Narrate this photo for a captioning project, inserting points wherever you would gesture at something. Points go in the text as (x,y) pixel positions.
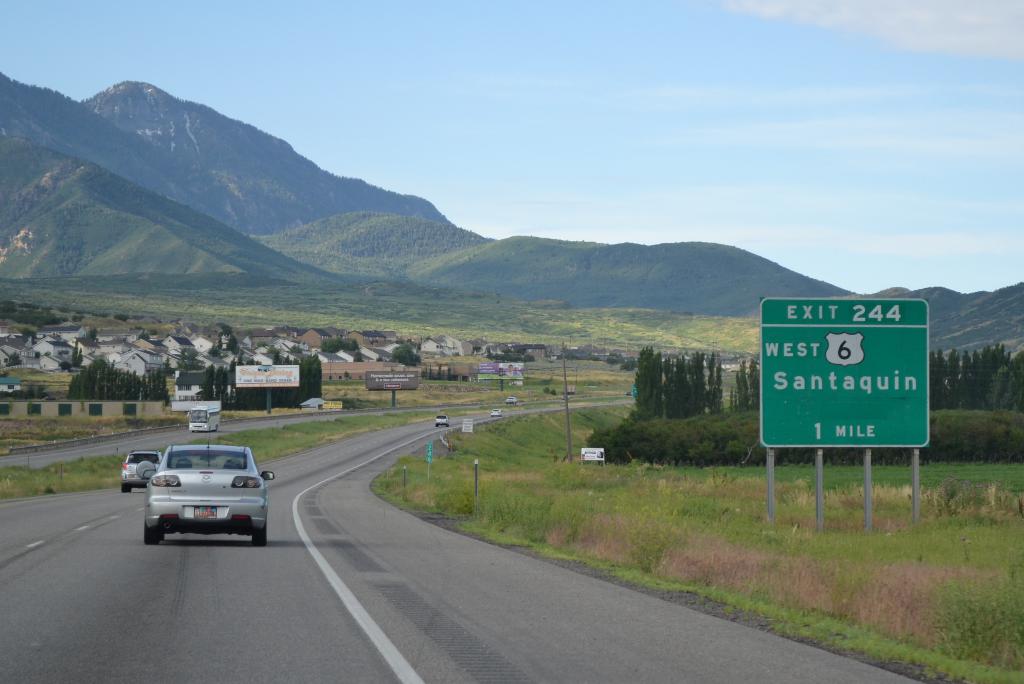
This picture is clicked outside. In the center (605,455) we can see the bus (204,427) and the cars (232,518) running on the road (390,534) and we can see the green grass (532,465), plants (605,439), trees (282,397), text (868,386) and numbers (818,427) on the boards (814,387) and we can see the poles (866,511). In the center (408,313) we can see the houses (15,343), trees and the grass (638,319). In the background (734,138) we can see the sky (626,190) and the hills (446,243).
